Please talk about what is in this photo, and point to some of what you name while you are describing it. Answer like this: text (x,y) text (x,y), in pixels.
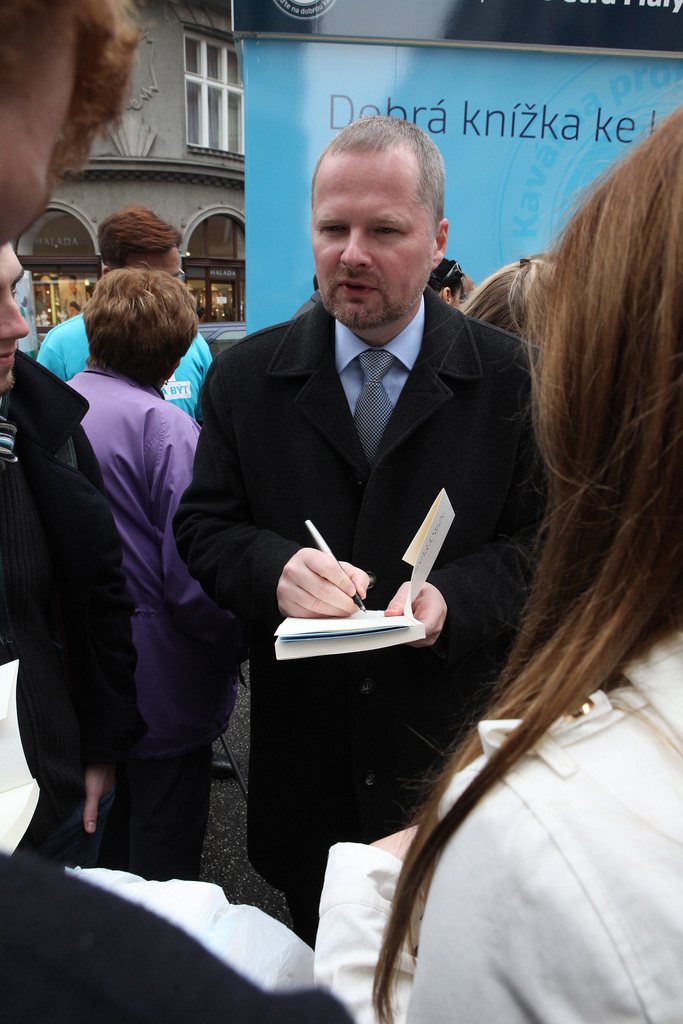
In this image we can see a group of people (489,517) standing on the ground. One person (357,464) is holding a book (407,636) and a pen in his hands (337,593). In the background (68,308), we can see a car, building (202,279) with windows (75,299) and some lights (88,285). In the right side of the image (507,200) we can see a banner (554,174) with some text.
